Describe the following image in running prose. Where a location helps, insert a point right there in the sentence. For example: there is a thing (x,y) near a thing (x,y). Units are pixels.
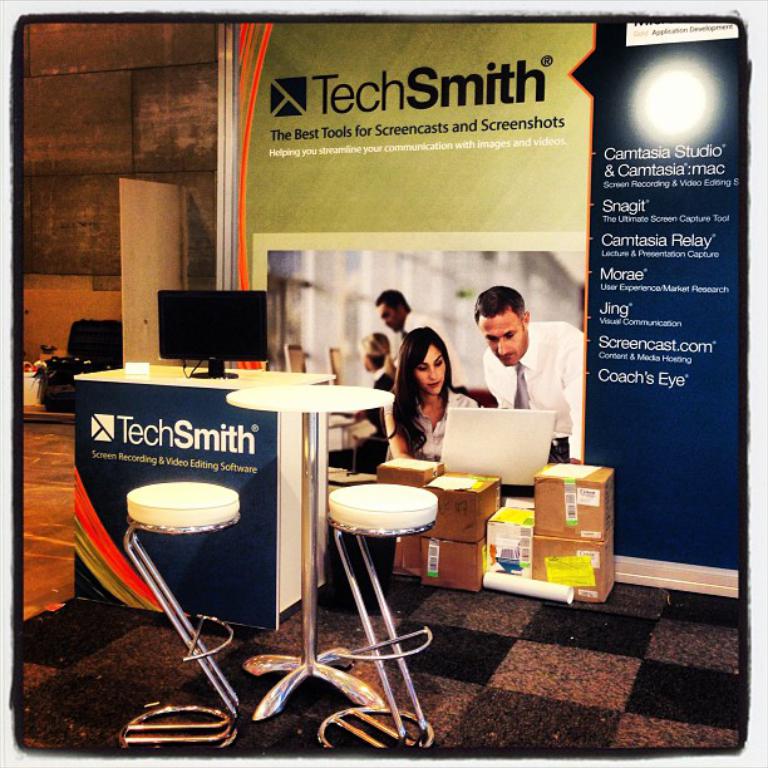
In this image in the center (348,489) there is a stool (233,507) which is white in colour and there is a table (165,413) with some text (186,432) written on it and on the table (189,380) there is a monitor (208,339) and there is a banner (551,253) with some text (607,320) on it. In front of the banner (553,352) there are carton boxes (515,519). On the left side (93,336) there is an object (88,345) which is black in colour and there is a white colour sheet (136,250).
